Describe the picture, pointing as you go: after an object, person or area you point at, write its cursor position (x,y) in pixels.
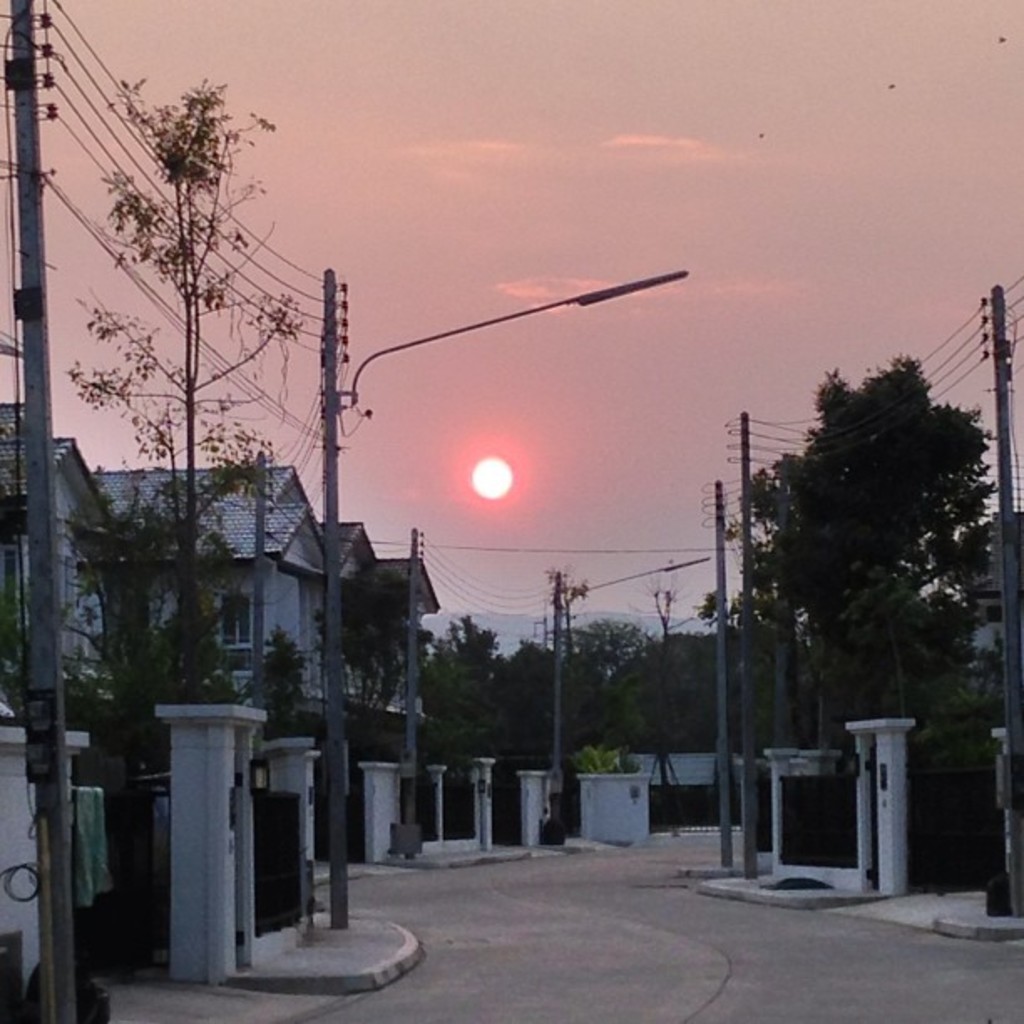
In the image there are many buildings (271,566) with walls (271,611), windows (236,614) and roofs (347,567). In front of the buildings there are pillars (867,787), walls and gates (959,845). There are electrical poles (343,911) with wires (251,262) and street lights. In the background (424,670) there are many trees (938,457). At the top of the image (587,126) there is sky (486,450) with sun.
